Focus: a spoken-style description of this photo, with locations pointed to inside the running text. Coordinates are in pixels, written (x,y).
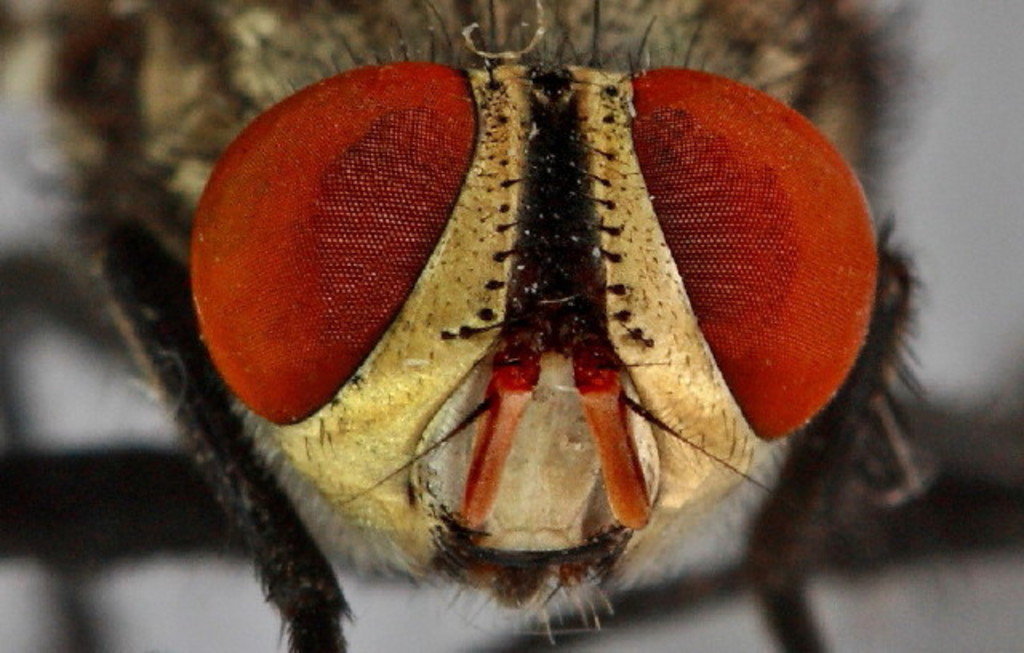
In this picture we can see a housefly (382,274).
